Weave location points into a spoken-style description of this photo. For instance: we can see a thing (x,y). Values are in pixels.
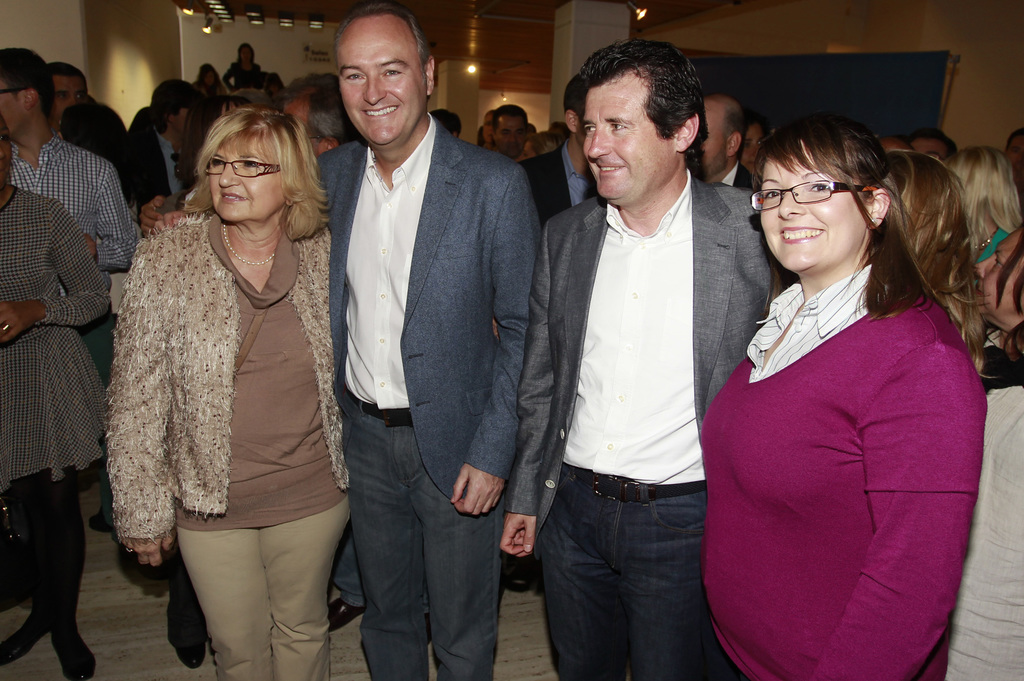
In this picture there is a group of men and women (295,215) smiling and giving the pose into the camera. Behind there are some group of persons (541,174) discussing something with each other. In the background (1005,28) we can see yellow color wall (147,67).
